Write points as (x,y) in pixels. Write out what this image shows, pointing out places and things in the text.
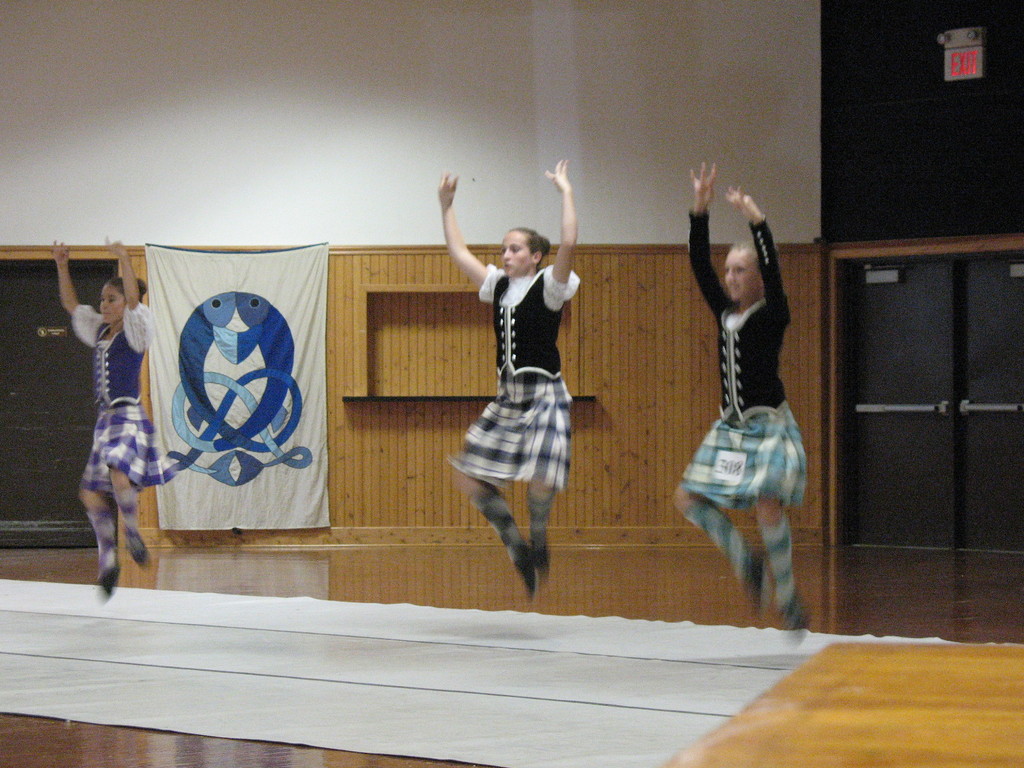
3 people (731,533) are dancing. They are wearing waist coat (770,370), and skirt (779,461). There is white cloth (404,664) beneath them. Behind them there is a banner (256,306), door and an exit sign board (972,76) on the top (971,51).
